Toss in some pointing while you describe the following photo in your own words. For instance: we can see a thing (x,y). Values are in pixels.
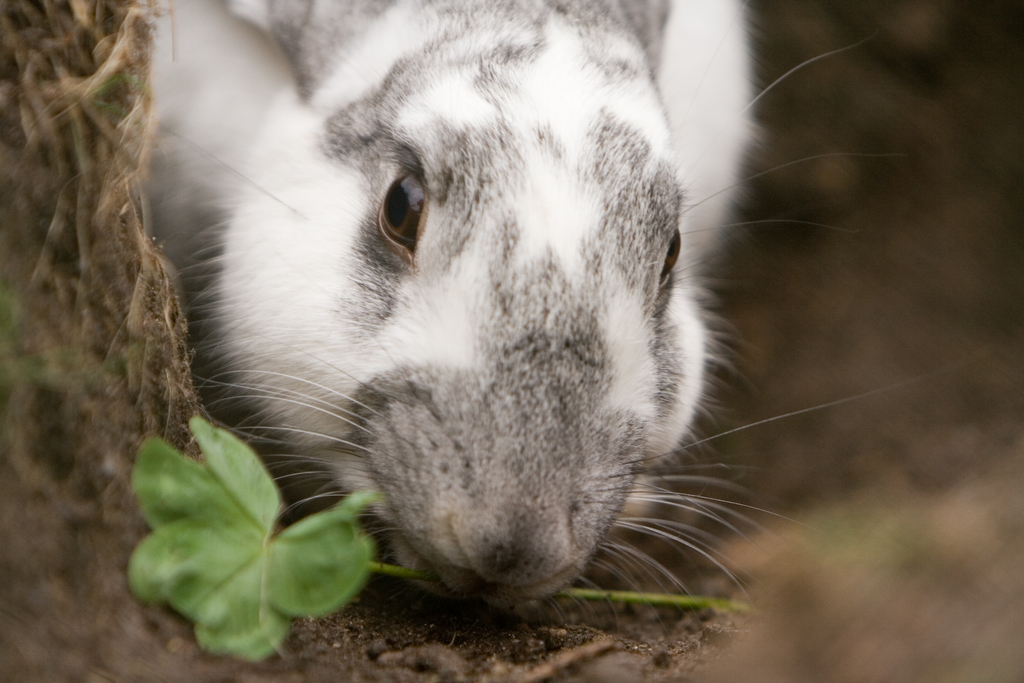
In this image, we can see an animal (425,468) with a leaf (156,593) in its mouth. We can also see the ground (598,669).
